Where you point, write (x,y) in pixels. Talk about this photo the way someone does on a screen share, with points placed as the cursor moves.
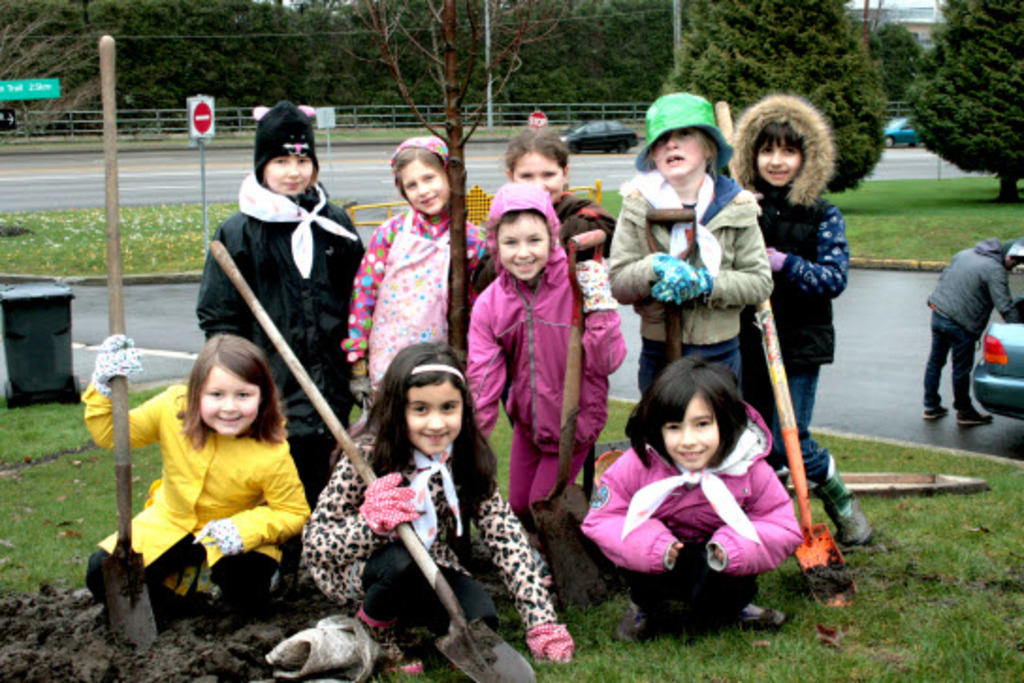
In this image in the front (239,189) there are persons (535,342) smiling and holding objects (665,350) in their hands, there is grass (756,668) on the ground (797,636). In the center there is a bin (42,322), there is a person (958,328) standing and looking in the car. In the background (345,78) there are trees (569,64), there are cars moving on the road (945,167), there are boards (189,120), there is a fence (355,121) and there's grass (469,128) on the ground (911,189) and there is a building (927,16).
